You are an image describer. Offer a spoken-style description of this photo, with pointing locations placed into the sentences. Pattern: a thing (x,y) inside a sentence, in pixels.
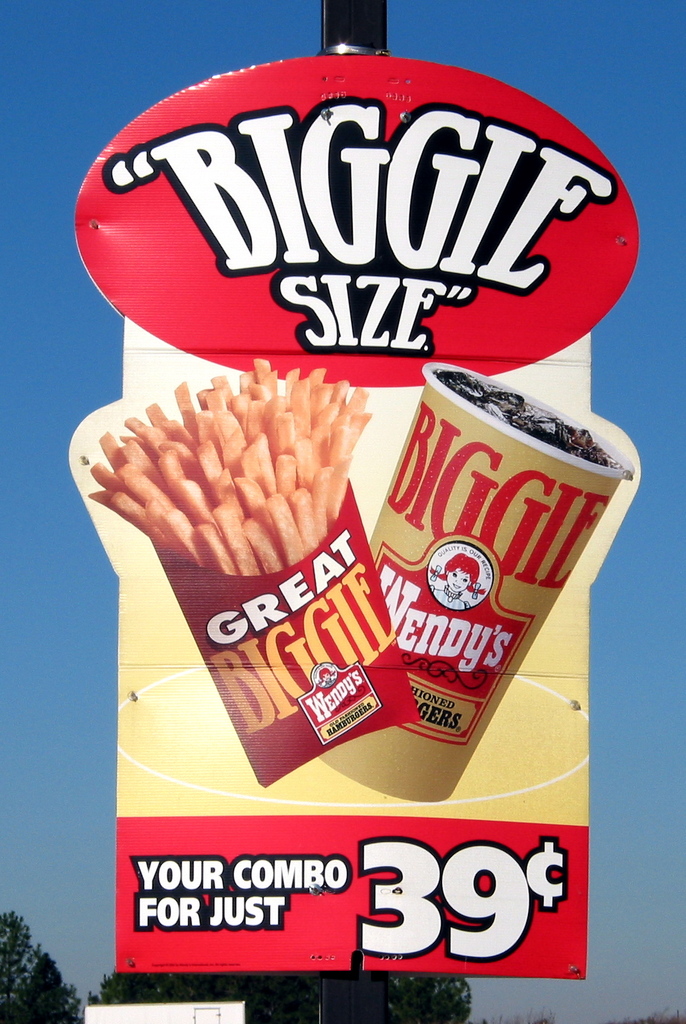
In the image we can see the poster (257,814), in the poster (257,814) we can see text (220,873) and pictures (302,539) of food items (278,452). Here we can see trees (63,992) and the sky (98,899).
